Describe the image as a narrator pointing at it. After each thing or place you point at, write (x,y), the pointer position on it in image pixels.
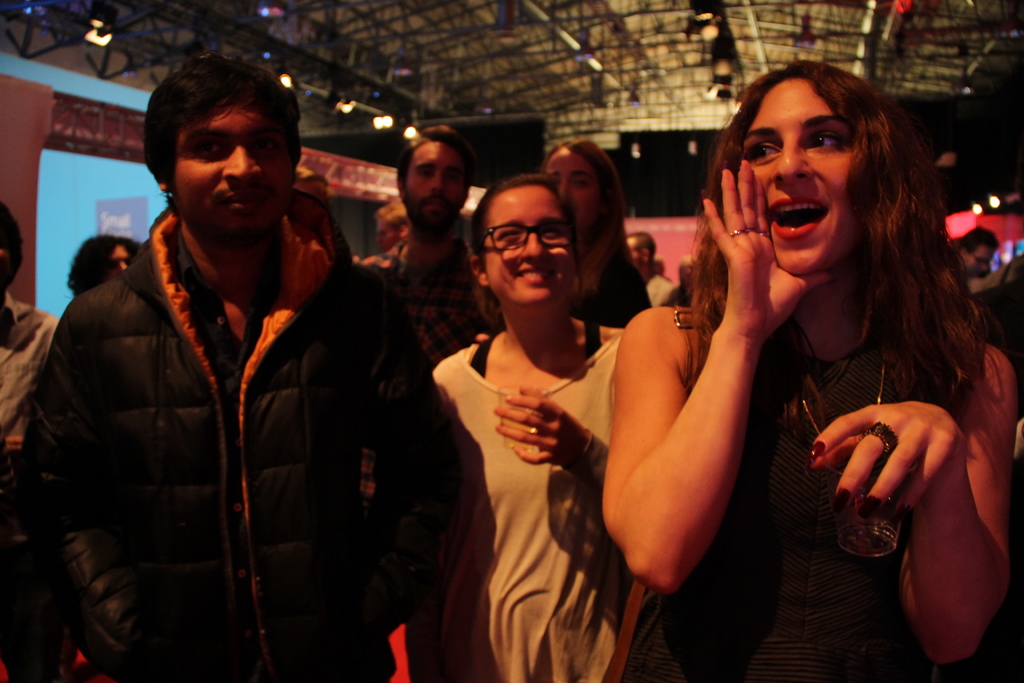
In this image we can see some people (706,557) and among them two persons (808,463) are holding a glass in their hands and at the top (107,38) we can see some lights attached to the ceiling (1021,57).
